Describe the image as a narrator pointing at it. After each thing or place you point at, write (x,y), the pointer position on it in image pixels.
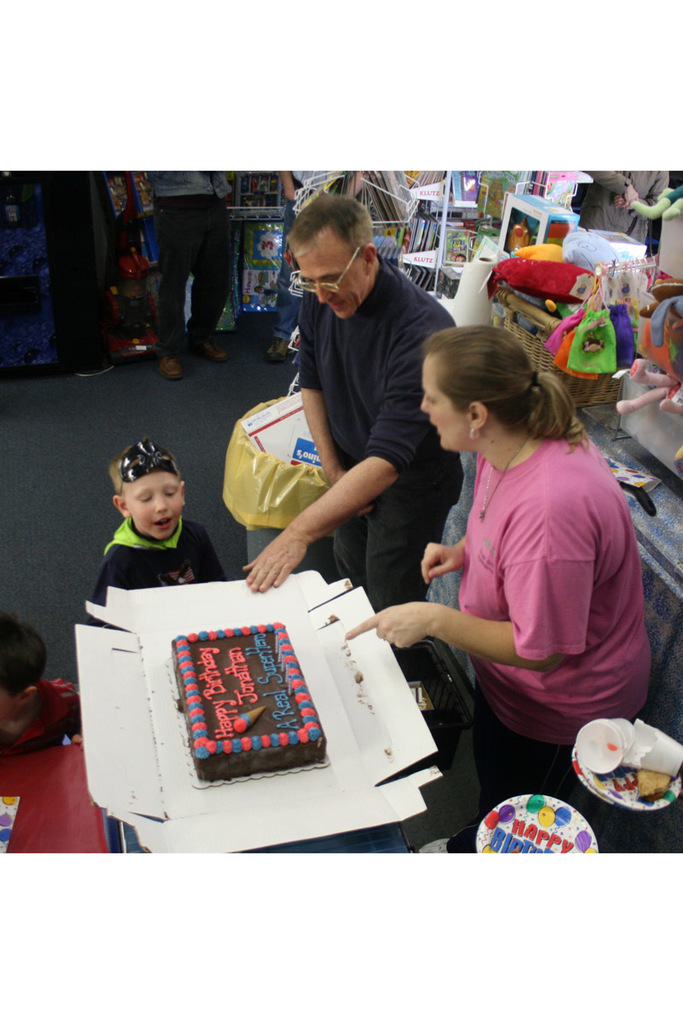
In this image I can see a man (405,562) a woman (428,544) and a boy (127,460). Here I can see a cake (252,631). In the background (619,190) I can see few more people (607,207) are standing. I can also see he is wearing specs (353,257).
